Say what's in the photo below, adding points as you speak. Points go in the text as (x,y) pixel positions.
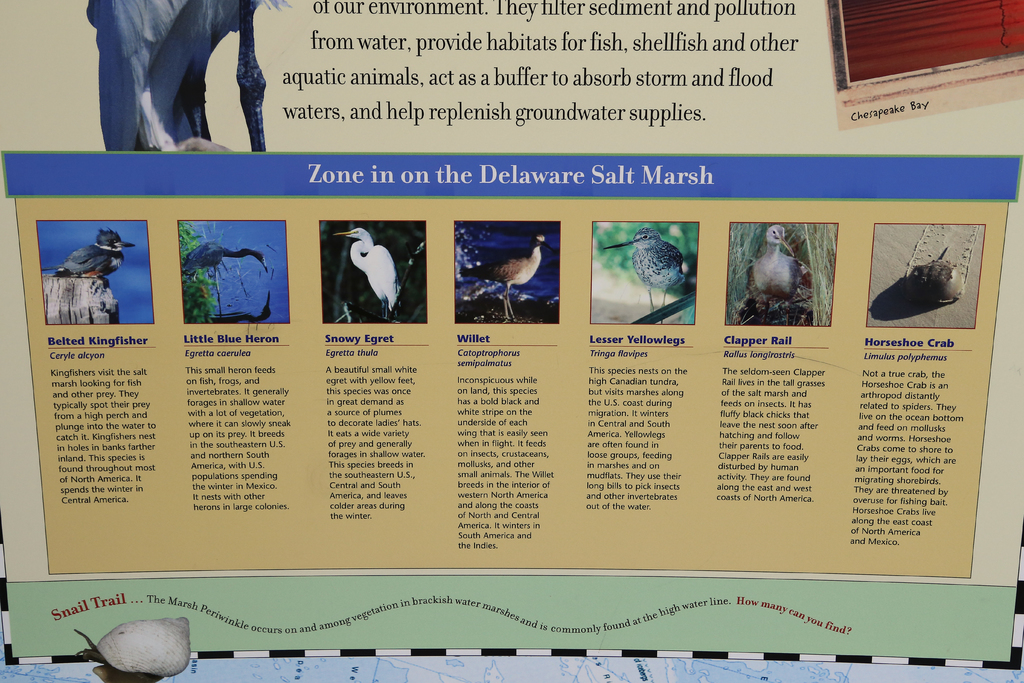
In this image we can see a board (561,475).
